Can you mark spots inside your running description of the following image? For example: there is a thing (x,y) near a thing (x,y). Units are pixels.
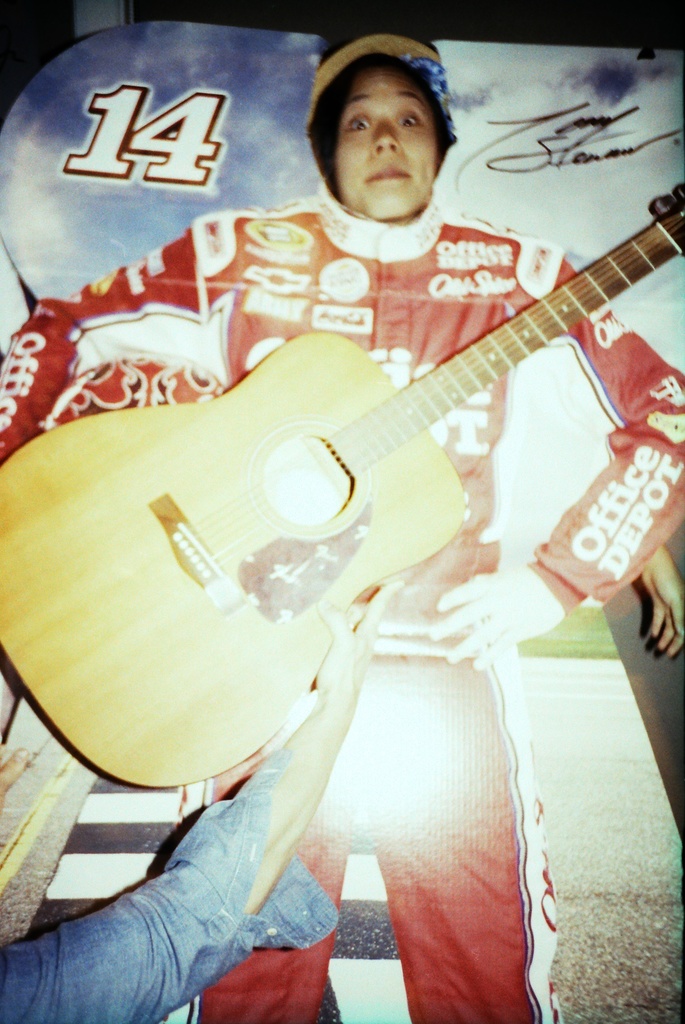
In this picture we can see a guitar (432,452) holding with the hand (293,740) back side one girl (327,142) is in standing position and that is it flexi poster (379,230).
